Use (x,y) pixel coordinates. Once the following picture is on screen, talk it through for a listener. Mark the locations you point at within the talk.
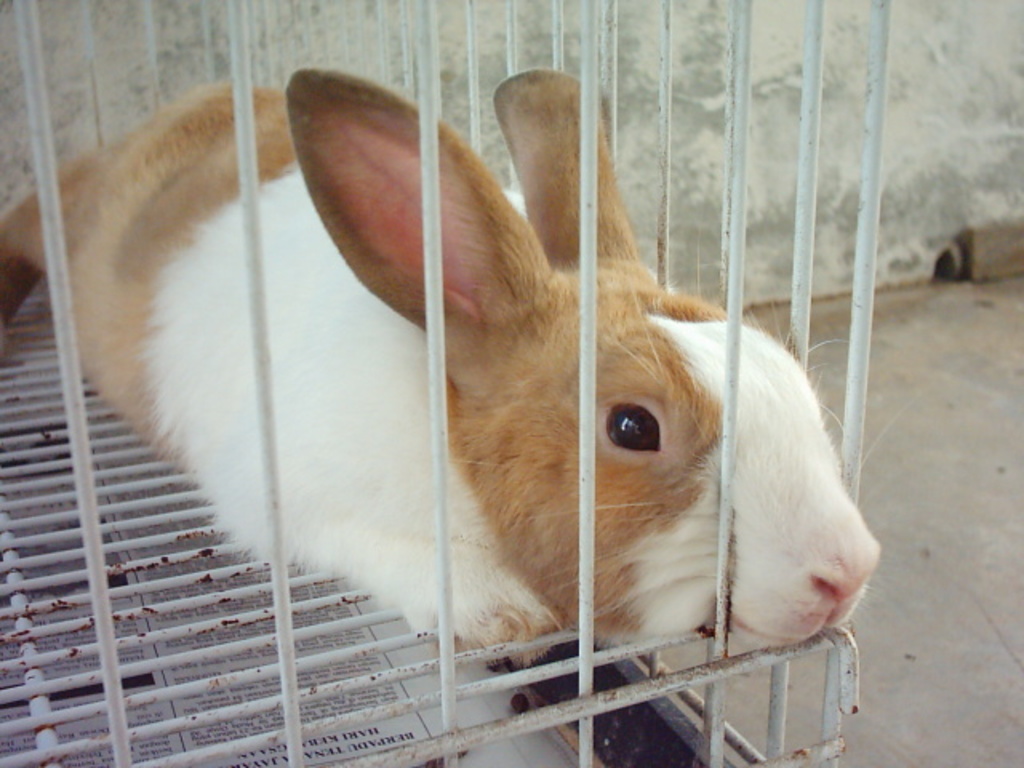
In this picture we can see a rabbit (445,190), who is sitting on the cage (79,619). On the bottom (384,660) we can see newspaper (304,653). On the top right (895,111) there is a wall (971,81). Here we can see hole (936,269).
